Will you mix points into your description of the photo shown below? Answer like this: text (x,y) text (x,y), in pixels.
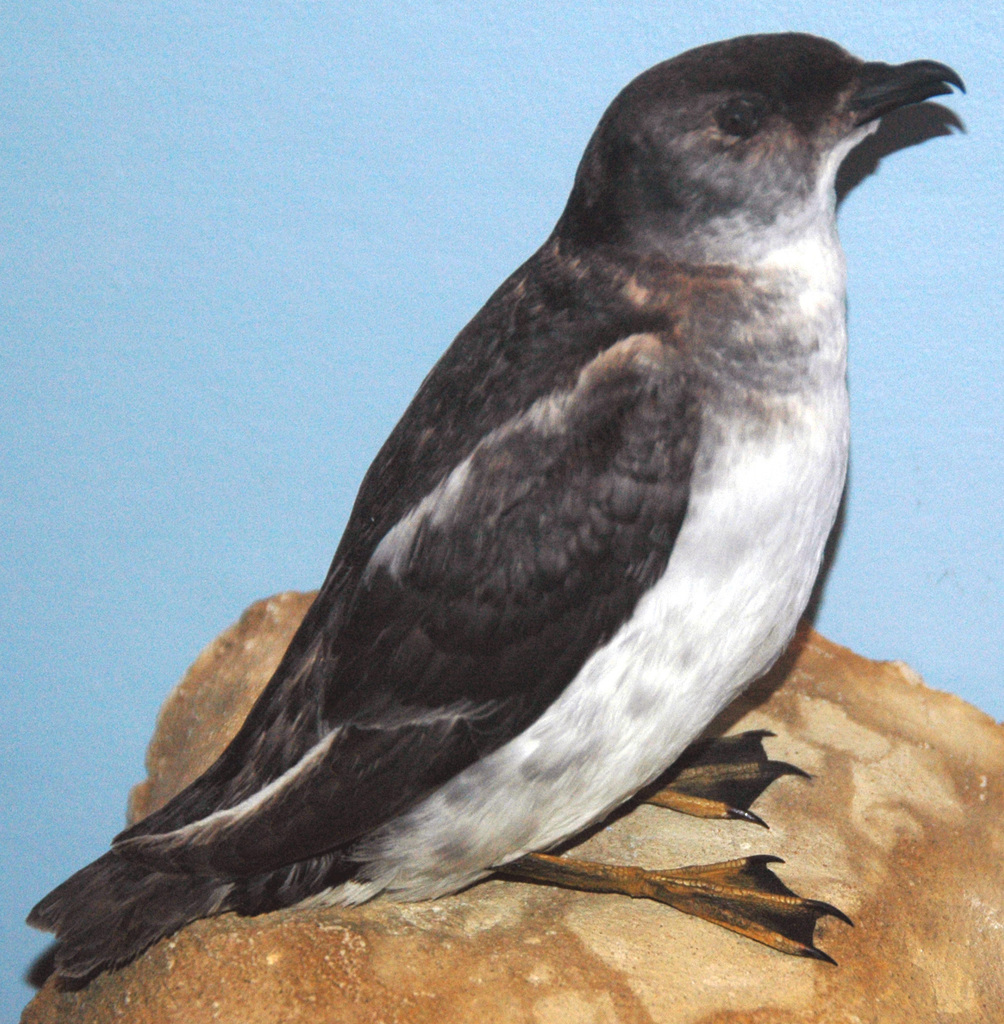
There is a south georgia diving petrel (519,580) on a brown surface (900,916). There is a blue background (912,323).
